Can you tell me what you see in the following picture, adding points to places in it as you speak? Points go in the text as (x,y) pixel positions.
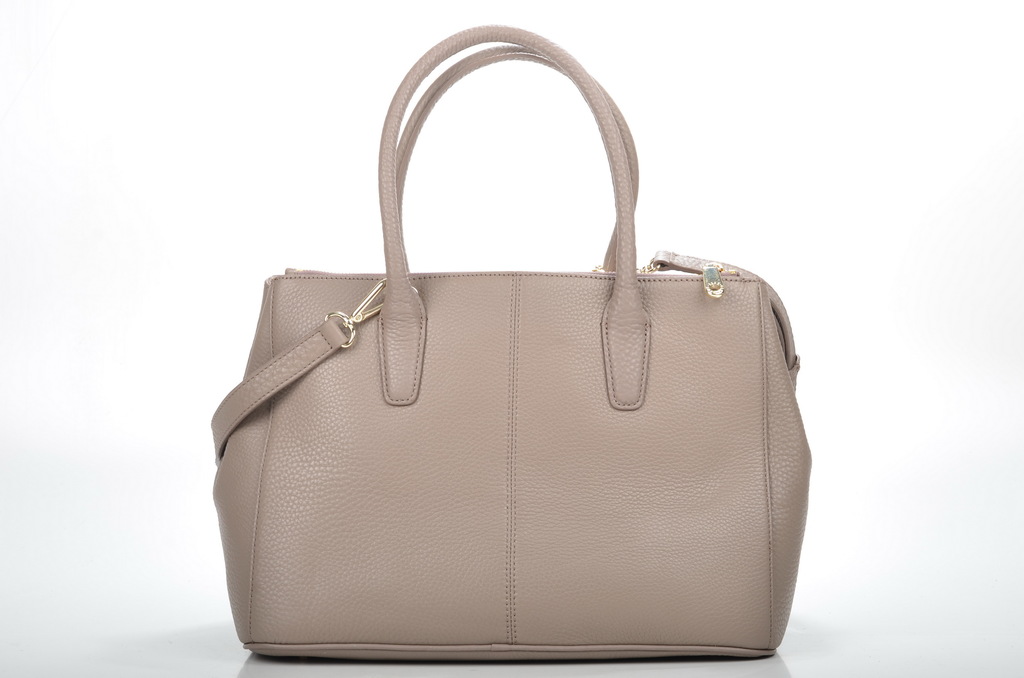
Beige color bag (405,423) with strap (630,250).
